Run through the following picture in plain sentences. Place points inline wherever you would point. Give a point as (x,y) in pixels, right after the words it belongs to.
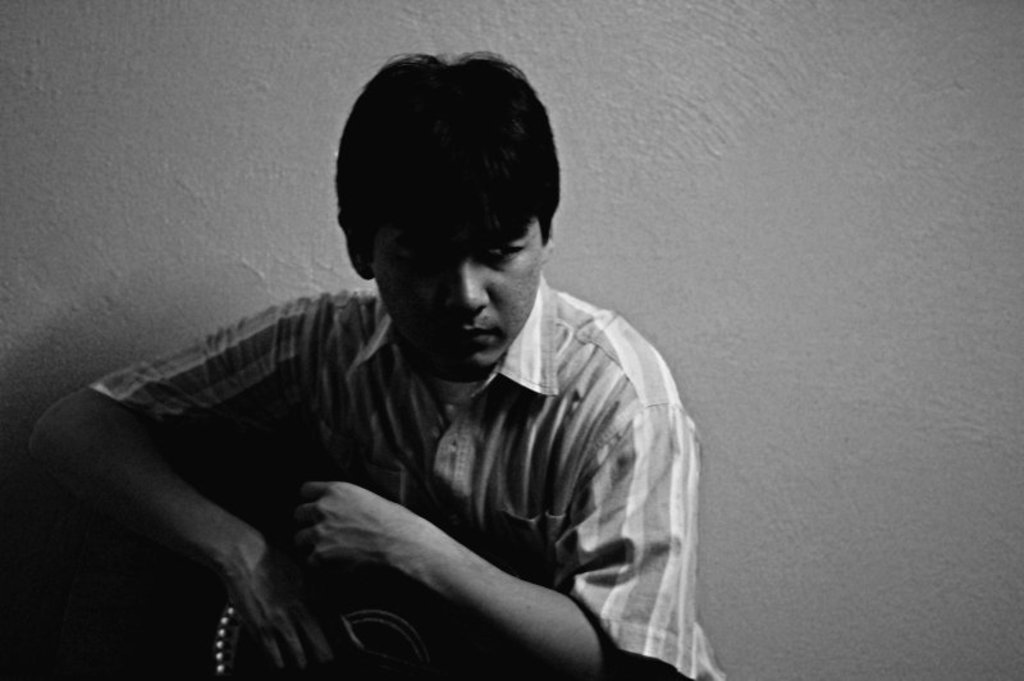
In this image there is a man (408,444) holding an object (425,605) in his hand (369,511). In the background (819,308) there is a wall (794,259).
